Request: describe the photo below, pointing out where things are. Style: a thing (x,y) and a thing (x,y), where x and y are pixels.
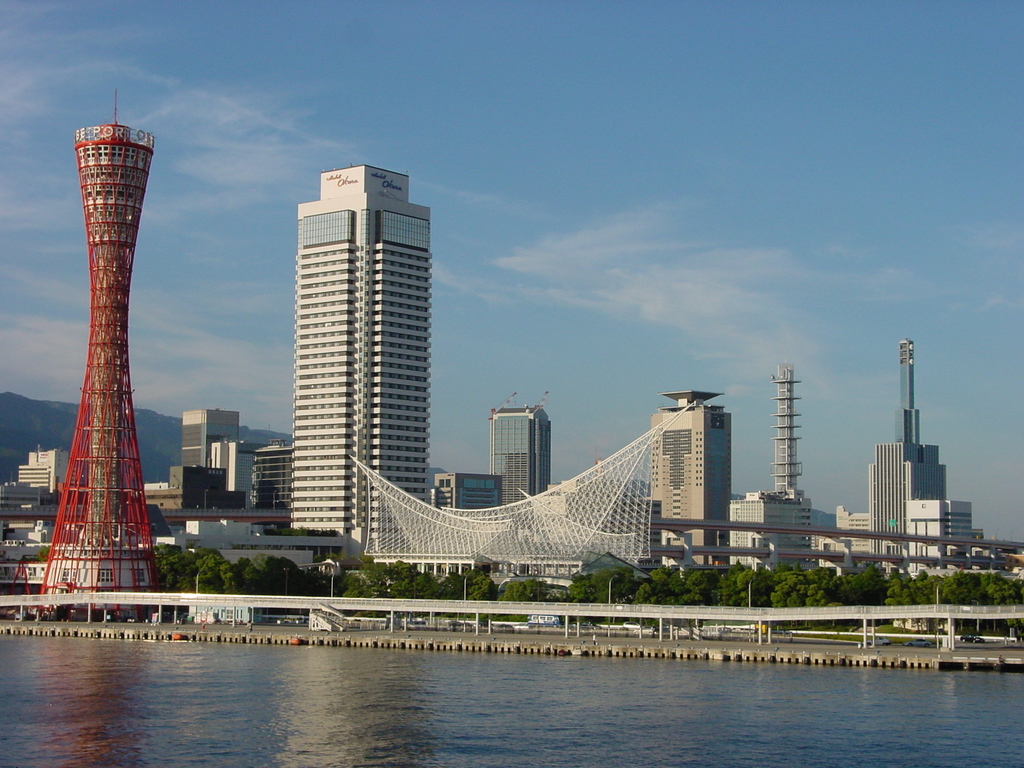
At the bottom of the picture (305,709), we see water (483,742) and this water (516,753) might be in the lake (681,734). Beside that, we see the bridge (187,594) and poles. There are trees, buildings (520,540) and towers (118,409) in the background (522,487). We even see the hills (151,437) in the background (239,433). At the top (404,152), we see the sky (633,241) and this picture is clicked outside the city (415,301).
